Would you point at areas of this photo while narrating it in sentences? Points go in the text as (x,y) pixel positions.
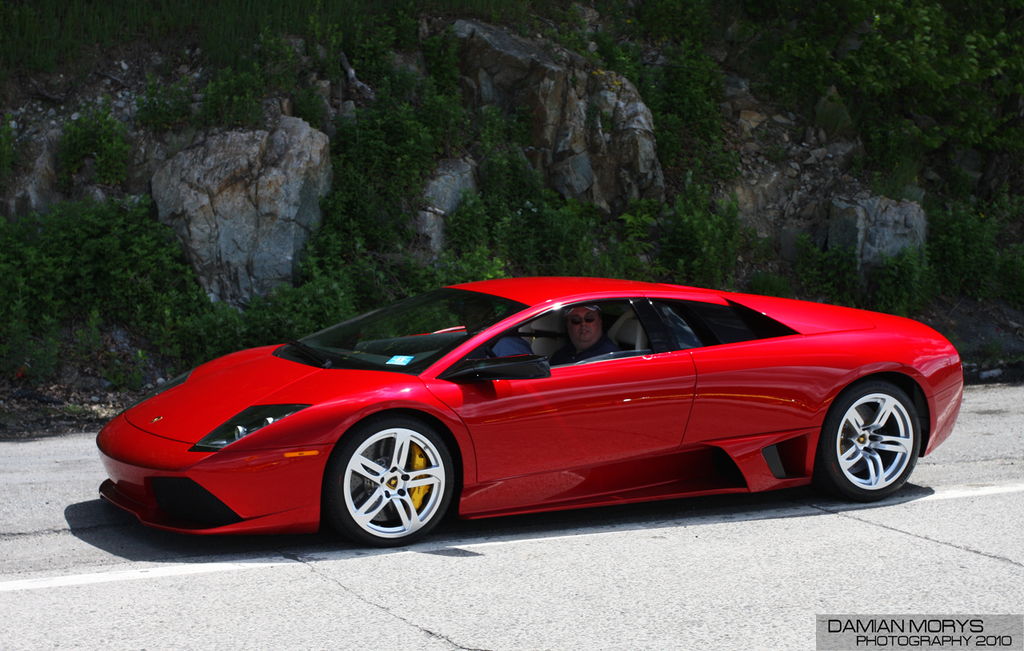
In this image there are two men (576,350) sitting in the red color car (527,393) which is on the road (473,580). In the background (514,110) there are hills (380,142) on which there are stones (199,193) and plants (950,72).
